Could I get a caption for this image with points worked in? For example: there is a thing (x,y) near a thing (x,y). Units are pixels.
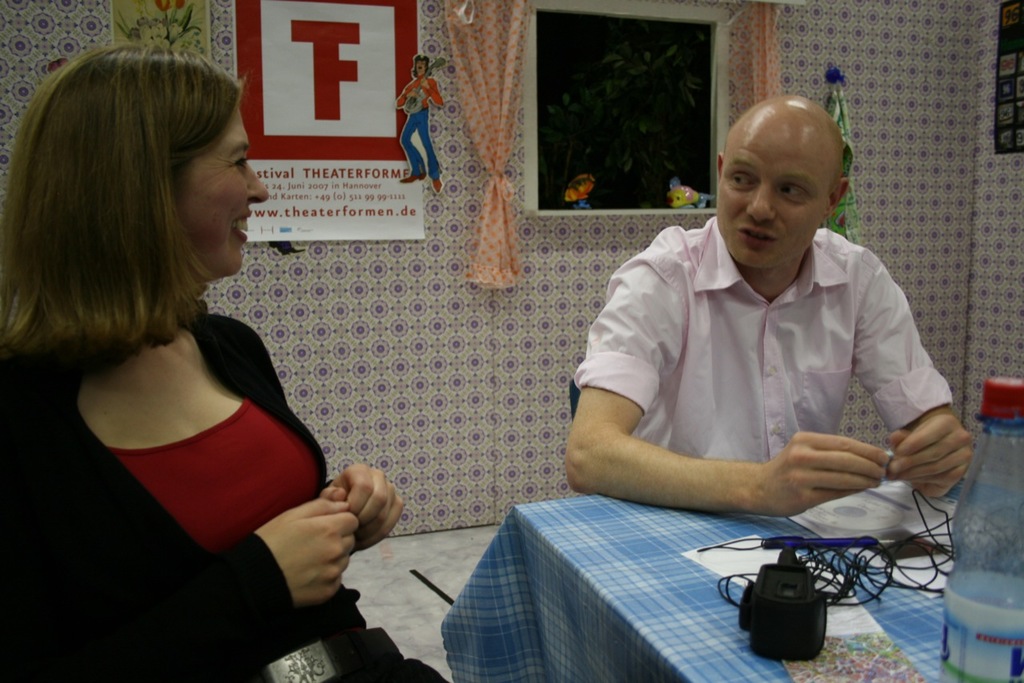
In this image, we can see two people (756,418) are sitting. Here a woman (244,391) is smiling. On the right side (718,387), a man (931,477) is keeping his hands (916,453) on the table (655,552). This table (634,567) is covered with cloth (681,630). Few objects (769,617) are placed on it. Background (456,580) we can see floor (443,554), wall (403,382), posters (356,216), curtains (505,97), leaves (632,104), some objects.
